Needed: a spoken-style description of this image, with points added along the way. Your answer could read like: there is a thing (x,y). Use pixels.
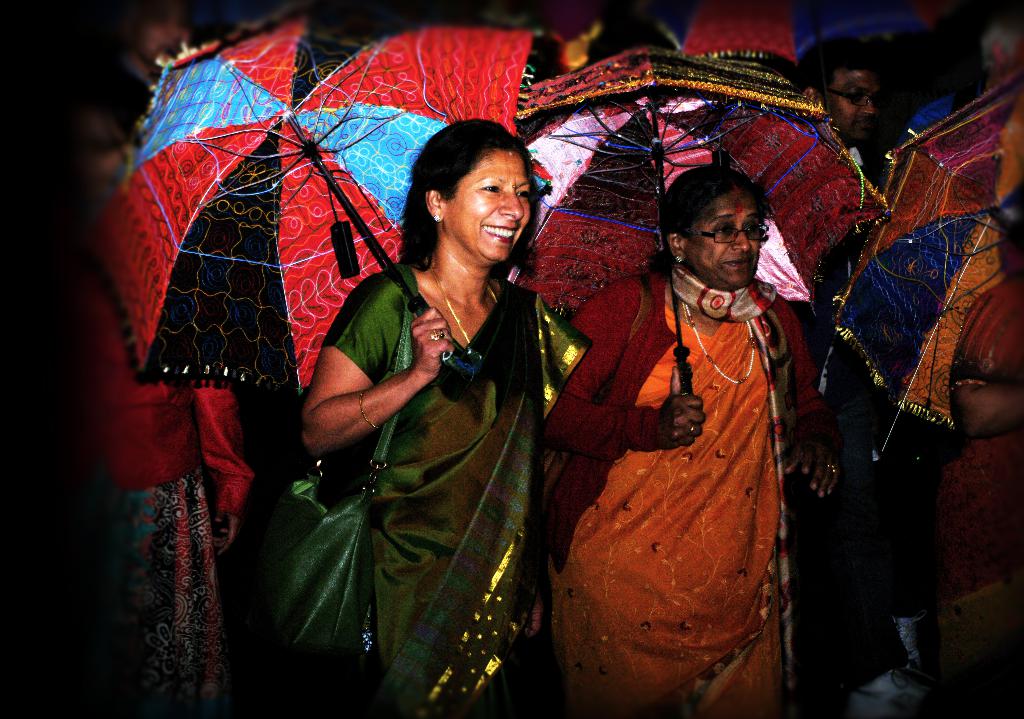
In this image, we can see two women (686,565) are holding umbrellas (250,79). Here a woman (536,351) is smiling and wearing bag (321,514). Here we can see few people (973,667) and umbrellas (938,5). Left side of the image (46,507), we can see a blur view.
